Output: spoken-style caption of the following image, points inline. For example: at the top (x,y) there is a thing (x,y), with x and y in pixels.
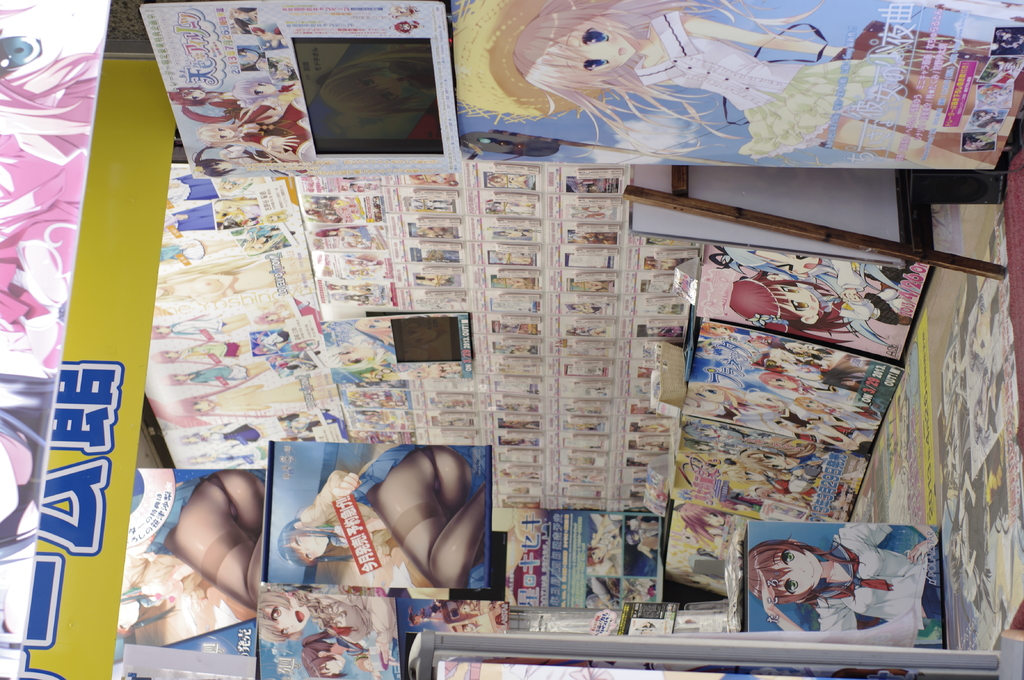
In this image we can see screens (353,112) and cartoons (789,595) stick to the wall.
